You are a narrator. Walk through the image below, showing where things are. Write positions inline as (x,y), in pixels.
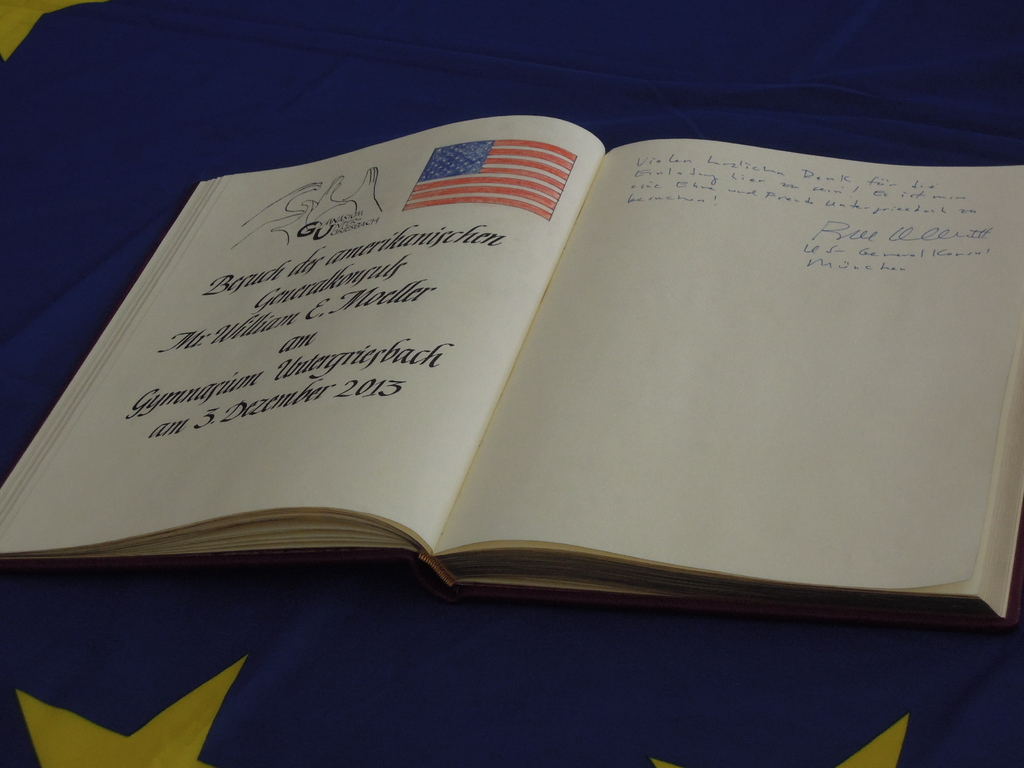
In this image we can see a book (439,444) containing some pictures (505,159) and text (370,390) in it which is placed on a cloth (260,695).
